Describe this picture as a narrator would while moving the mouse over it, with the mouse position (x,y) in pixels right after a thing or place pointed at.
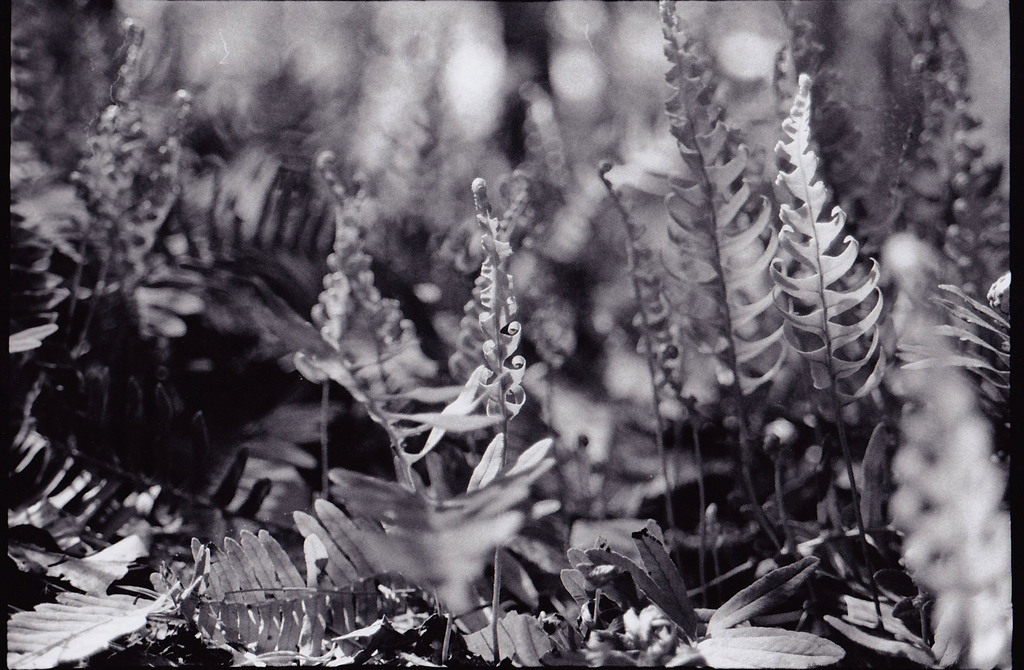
This is a black and white image. We can see some plants (367,320) and the blurred background (385,19).
